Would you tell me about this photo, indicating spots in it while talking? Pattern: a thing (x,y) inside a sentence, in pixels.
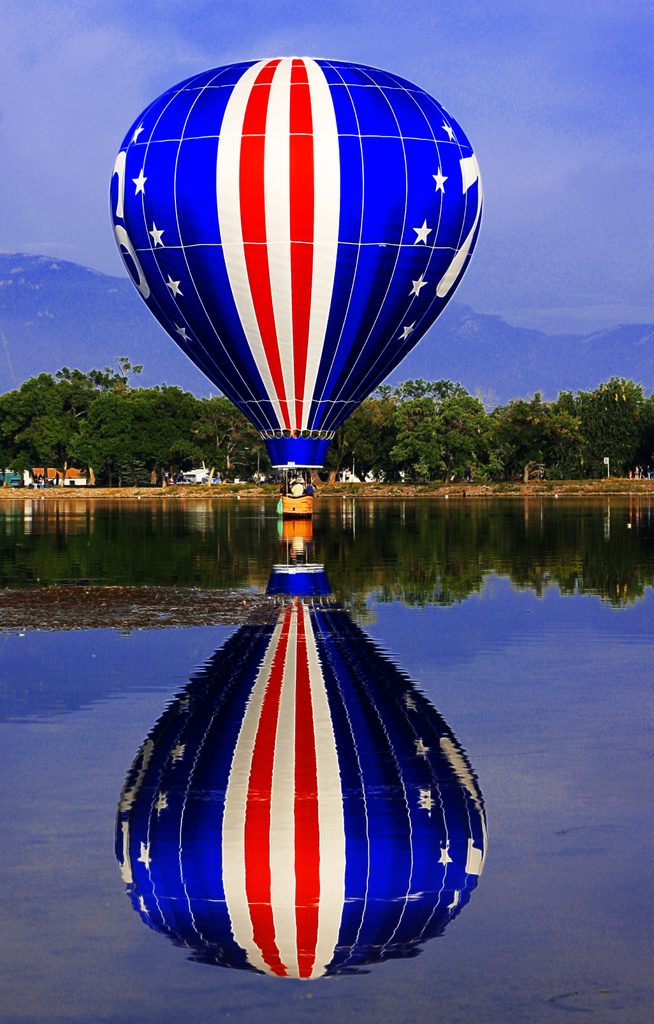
In this image there is a hot air balloon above the water (175,726), beside that there are buildings (10,482), trees (644,406) and mountains (114,333).
